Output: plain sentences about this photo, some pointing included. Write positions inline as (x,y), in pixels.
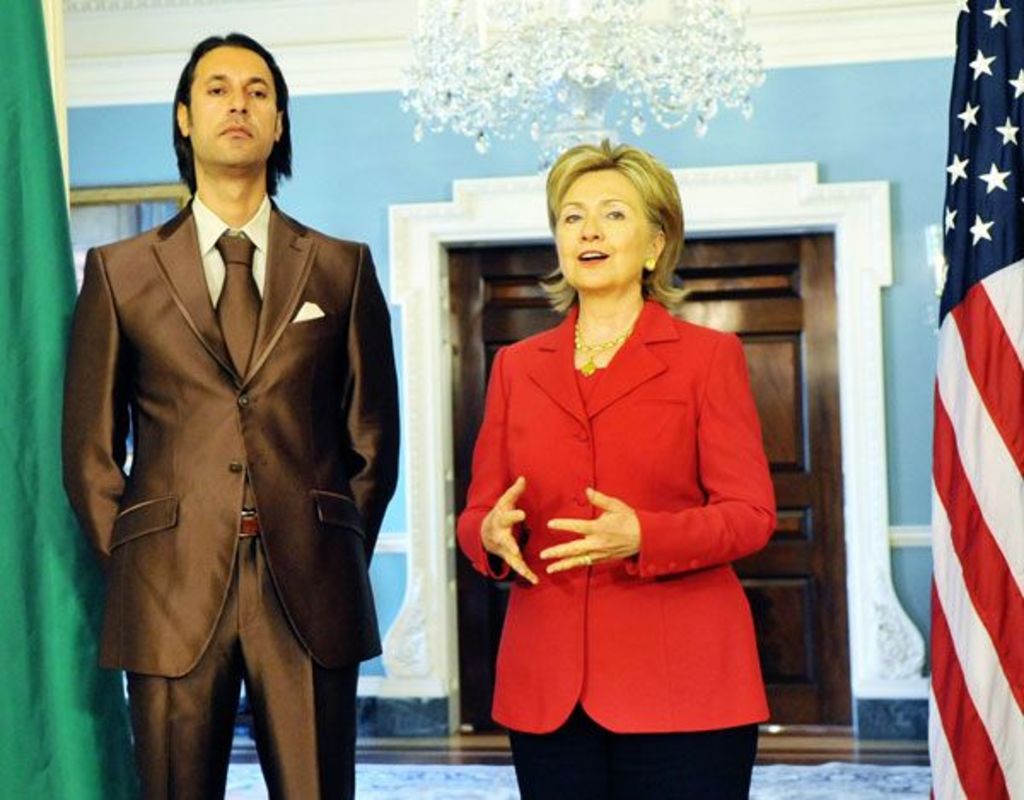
In this picture we can see a man (330,537) and a woman (638,514) standing, on the right side (999,395) there is a flag (989,384), we can see a door (830,297) in the background (804,297), this man (254,473) wore a suit (233,493).
